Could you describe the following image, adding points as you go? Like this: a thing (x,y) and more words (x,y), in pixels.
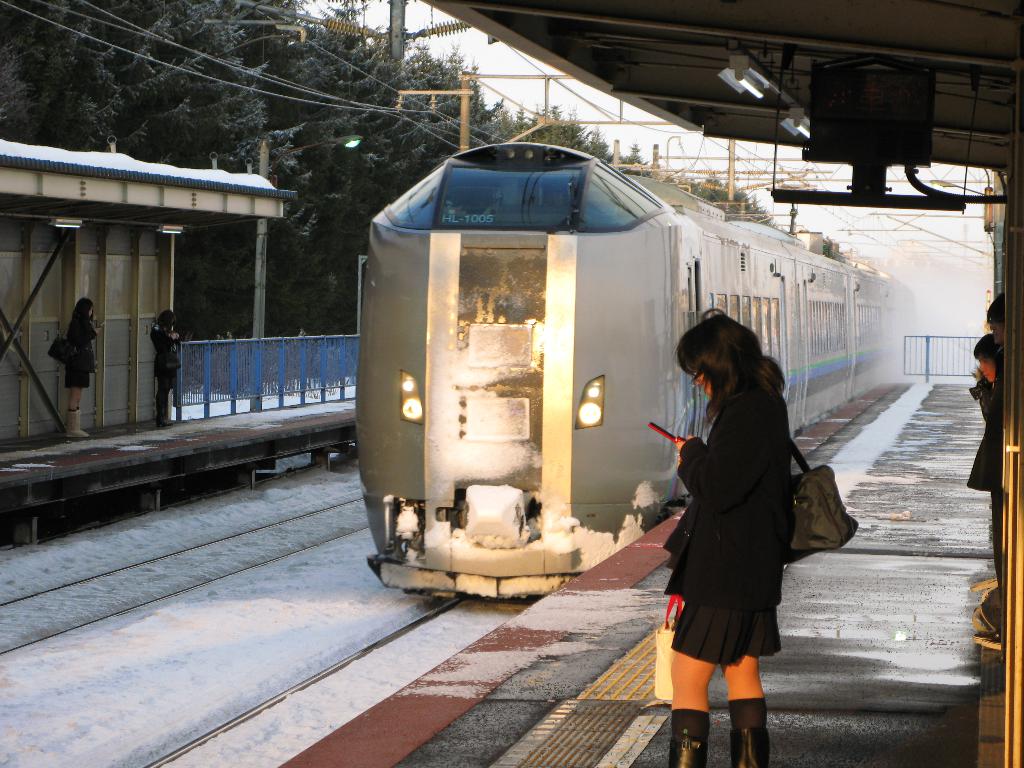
In this image we can see these people (718,520) are standing on the platform (785,654). Here we can see the snow (108,740) covered on the railway tracks (329,667) and a train (524,455) is moving on the railway track (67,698). Here we can see lights (745,90) to the ceiling (945,150), we can see wires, trees (371,148), barriers (910,349), poles (173,266) and sky (956,258) in the background (806,229).
